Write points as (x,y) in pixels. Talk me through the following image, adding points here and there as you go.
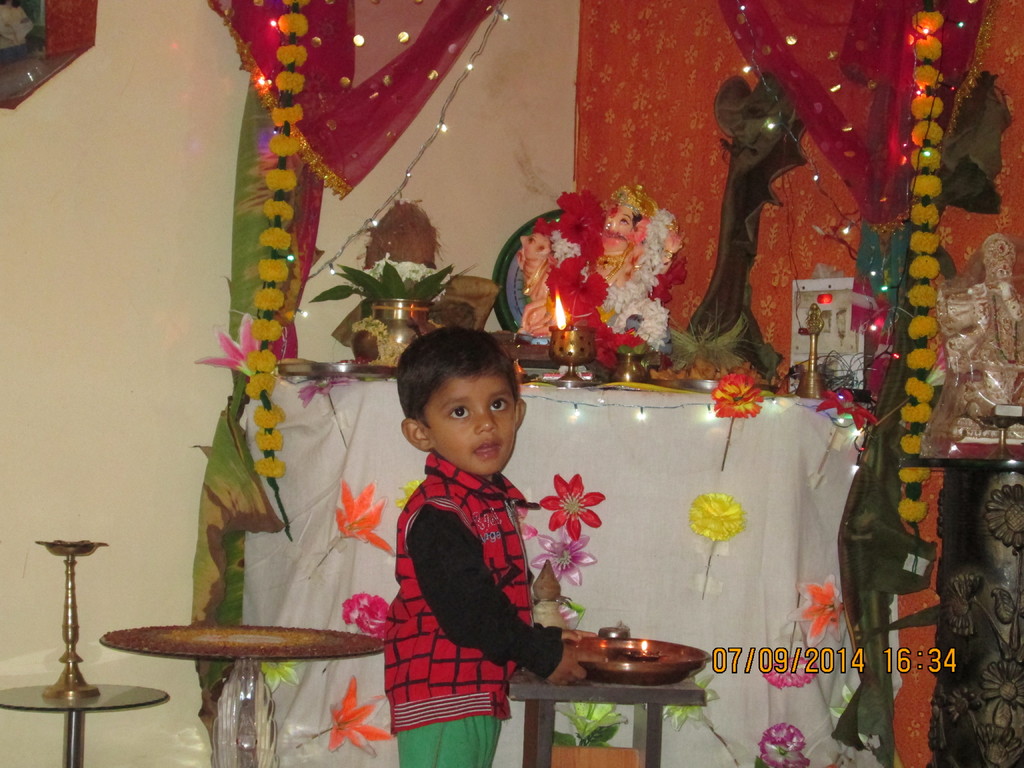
In this image In the middle (479,504), there is a boy (468,597) he wears shirt (434,570) and trouser (453,727) and there is a stool (574,696) on that there is a plate (615,680). In the background (622,716) there is Ganesha idol (616,250), light (566,323), flowers (609,324), pot (390,313), leafs (374,296), coconut (378,246), light (371,227), cloth (377,110) and wall (166,242).
